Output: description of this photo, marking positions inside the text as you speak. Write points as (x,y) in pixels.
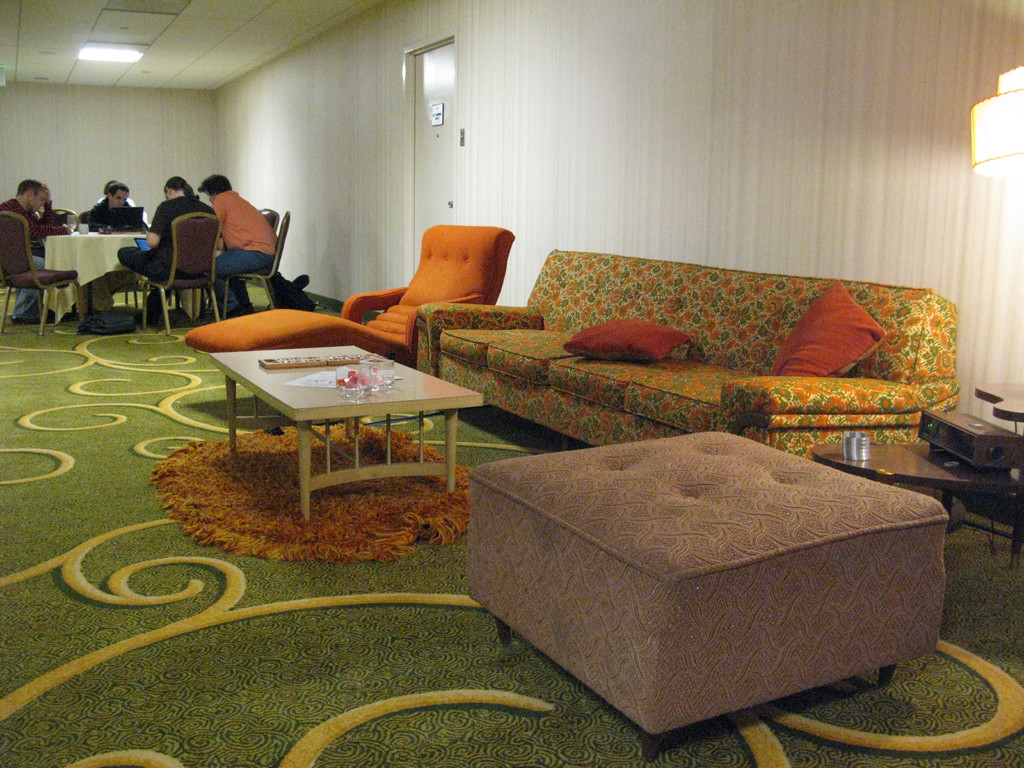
In this image there is table (349,475), carpet (386,498), couch (718,316), pillow (862,351), lamp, curtain (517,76), door (426,108) and group of people (180,199) sitting in chair (25,251).
